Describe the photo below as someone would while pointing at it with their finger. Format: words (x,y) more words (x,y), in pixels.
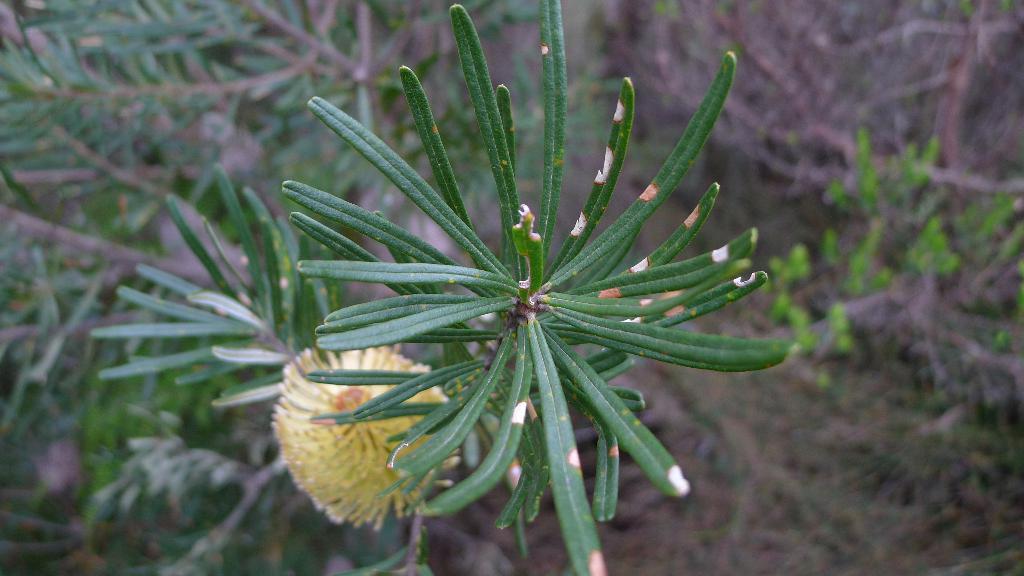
This picture seems to be clicked outside. In the foreground (572,366) we can see the plants (515,372) and the green leaves (623,285) and a flower like object (370,423). In the background (568,54) we can see the ground (856,401) and some objects (831,83) which seems to be the dry stems (807,96).
